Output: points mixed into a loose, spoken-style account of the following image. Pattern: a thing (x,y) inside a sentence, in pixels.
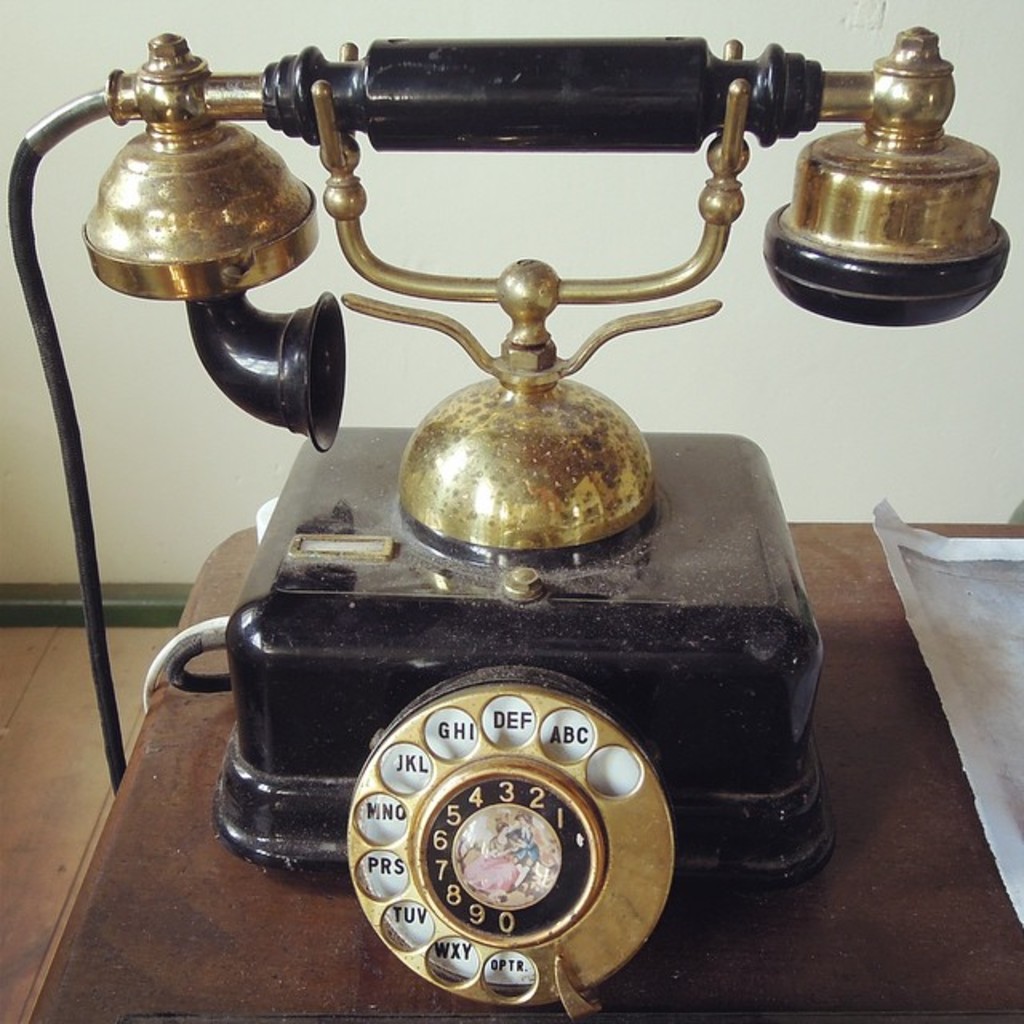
In this image in the foreground (147,246) there is a telephone (574,425), and at the bottom (882,722) there is a table (987,525) and paper (925,588). And in the background (86,198) there is wall (102,449), and on the left side of the image (57,672) there is floor (64,755).
